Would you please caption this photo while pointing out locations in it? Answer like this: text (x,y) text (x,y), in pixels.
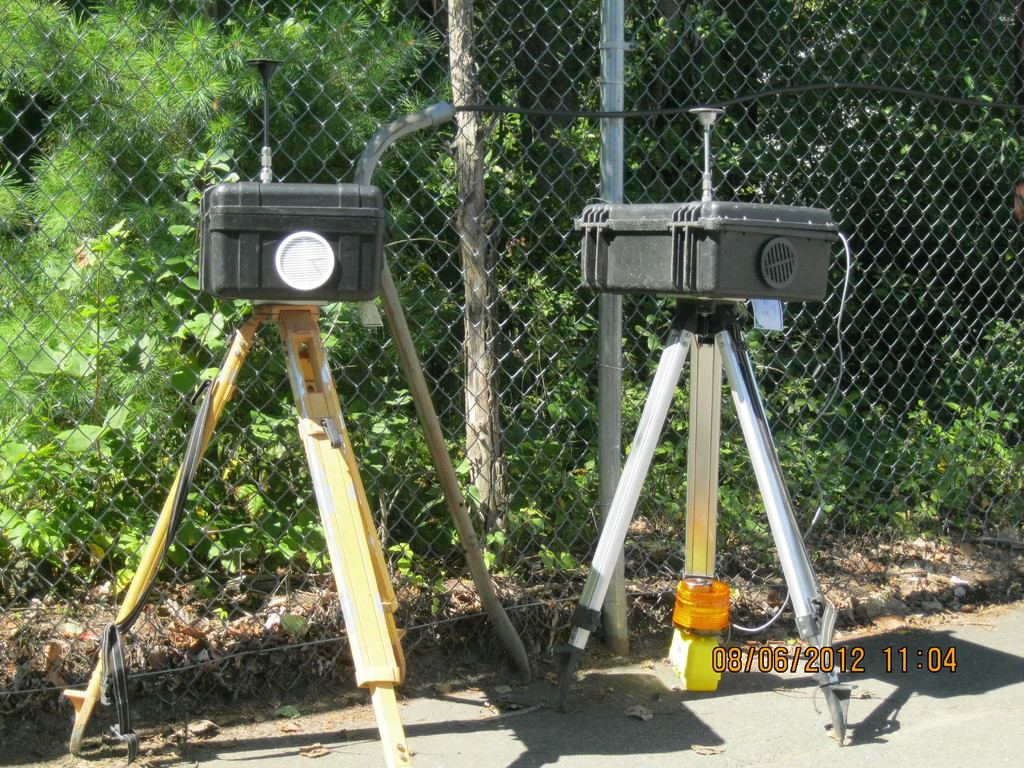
In this image we can see some devices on the tripods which are placed on the ground (656,755). On the backside (628,541) we can see a wooden pole (485,338), a metal fence (677,542), some plants (423,531) and a group of trees (329,53).
